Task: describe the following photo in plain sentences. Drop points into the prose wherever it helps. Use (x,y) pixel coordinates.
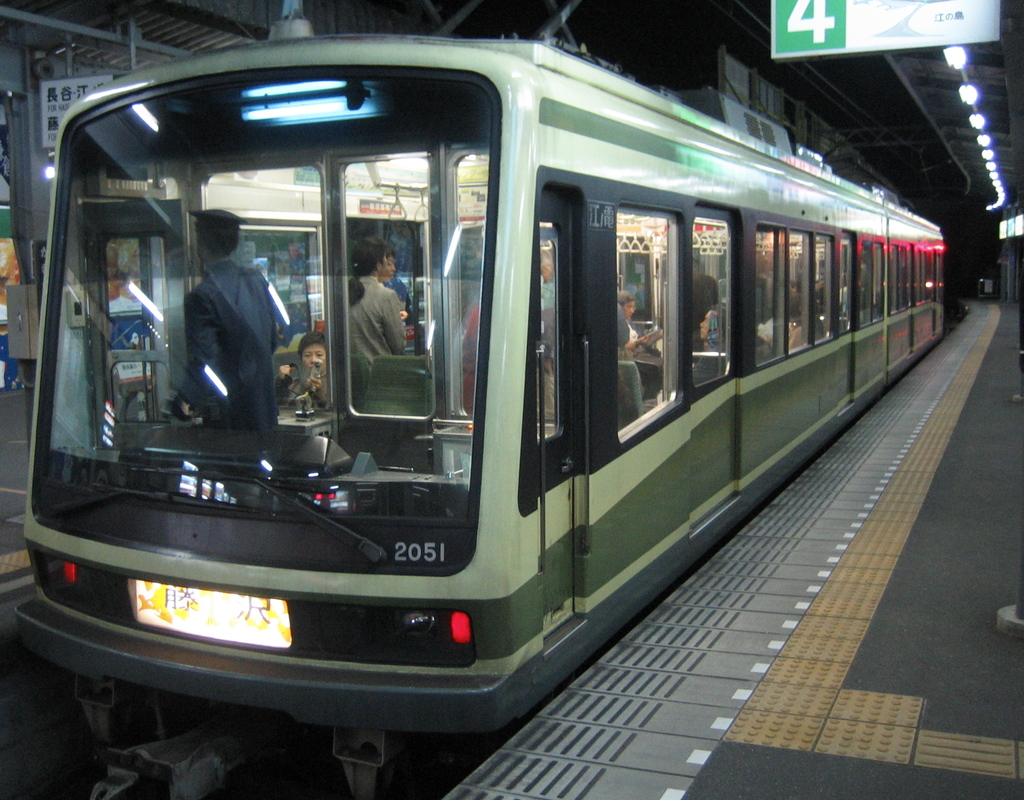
In this picture we can see a group of people (630,311) sitting on the seats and some people (235,340) are standing in a train (328,612). On the left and right side of the train (476,342) there are platforms (840,575). At the top of the platforms (943,342) there are boards (935,40) and lights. At the top of the train (471,89) there are cables (834,87).
